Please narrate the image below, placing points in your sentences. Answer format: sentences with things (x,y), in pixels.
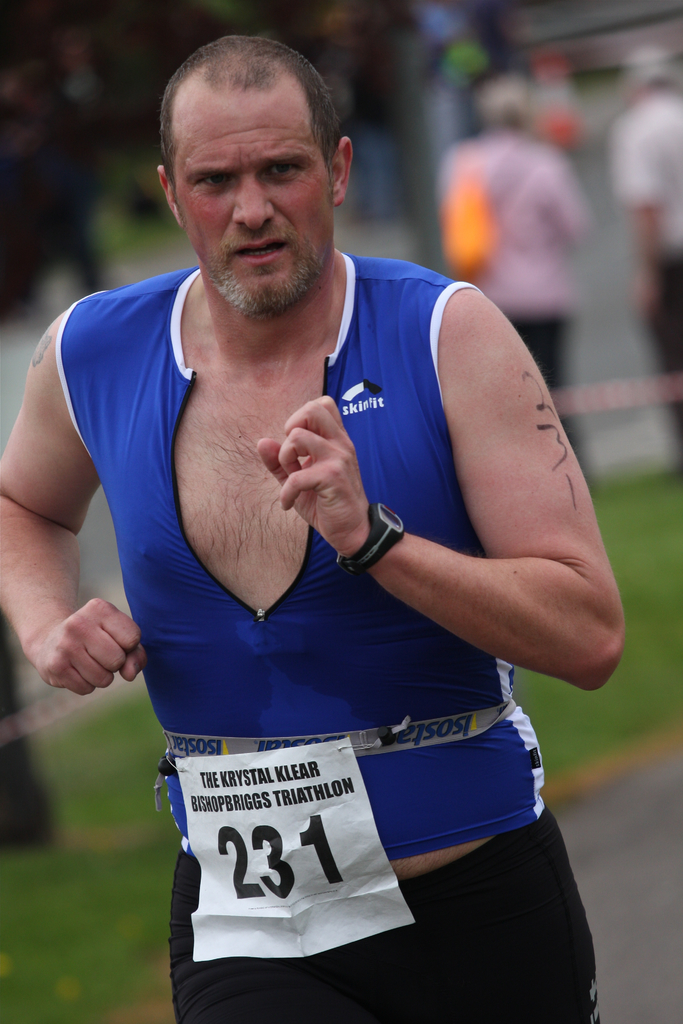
In the picture we can see a man (304,884) running on the road (616,874) and wearing a blue color top (378,674) and a number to it 231 and behind him we can see some grass surface (653,674) and near it we can see some people (486,278) are walking.
